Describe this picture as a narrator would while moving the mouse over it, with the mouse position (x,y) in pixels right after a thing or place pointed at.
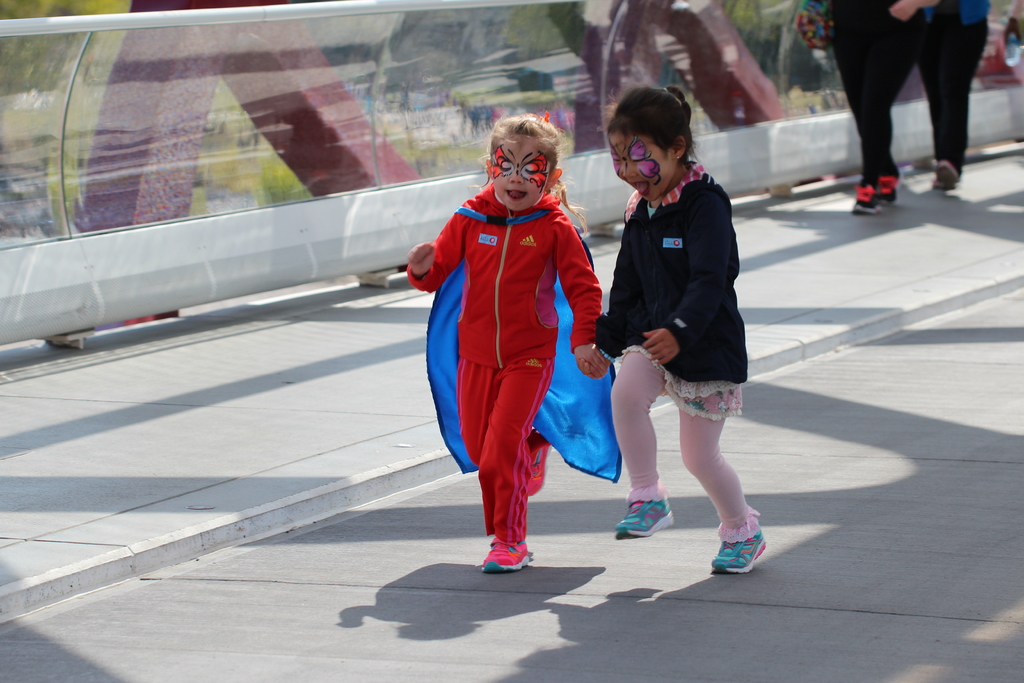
In this image we can see two kids (532,311) are running on the road (458,580) and their faces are painted with colors (496,148). In the background (864,108) we can see two persons (867,94) are walking on the footpath (873,317) but we can see only their legs (879,103), glass railing kind of an object (315,132) and through this glass (269,173) we can see trees (42,131), rods (99,173) and objects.
